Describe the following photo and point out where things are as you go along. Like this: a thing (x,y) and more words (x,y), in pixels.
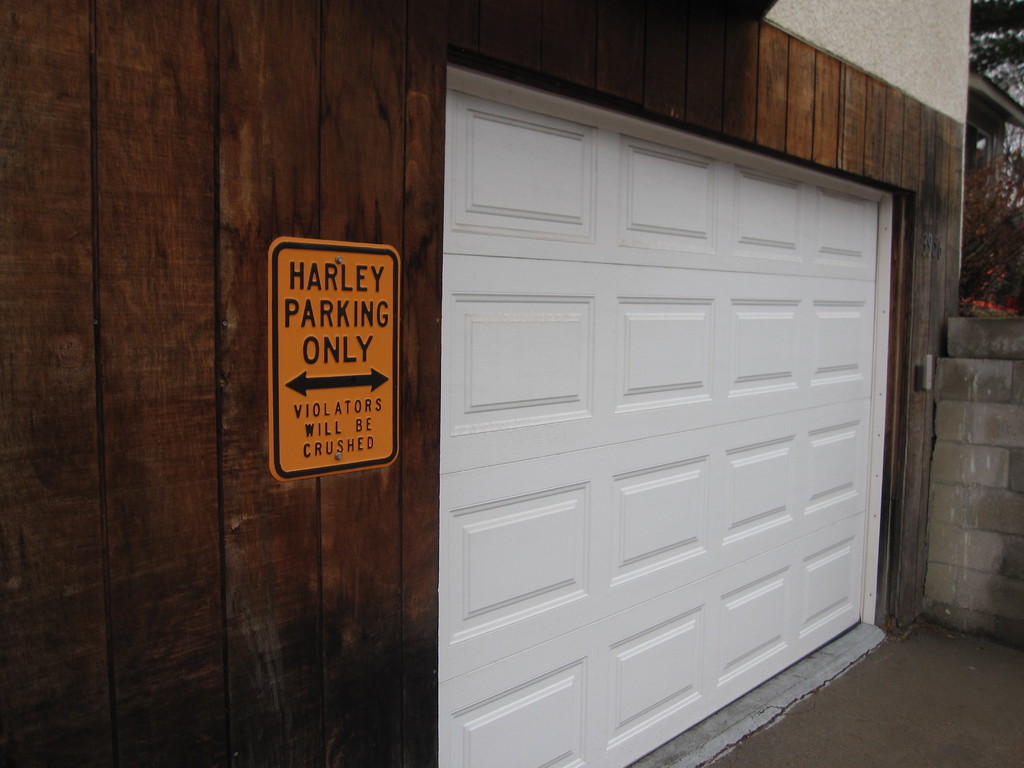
This picture looks like a building (513,175) and I can see a home garage door (637,433) and I can see board (352,373) with some text (367,408) and I can see trees (989,75) and another house (991,123) on the top right corner (987,134).
